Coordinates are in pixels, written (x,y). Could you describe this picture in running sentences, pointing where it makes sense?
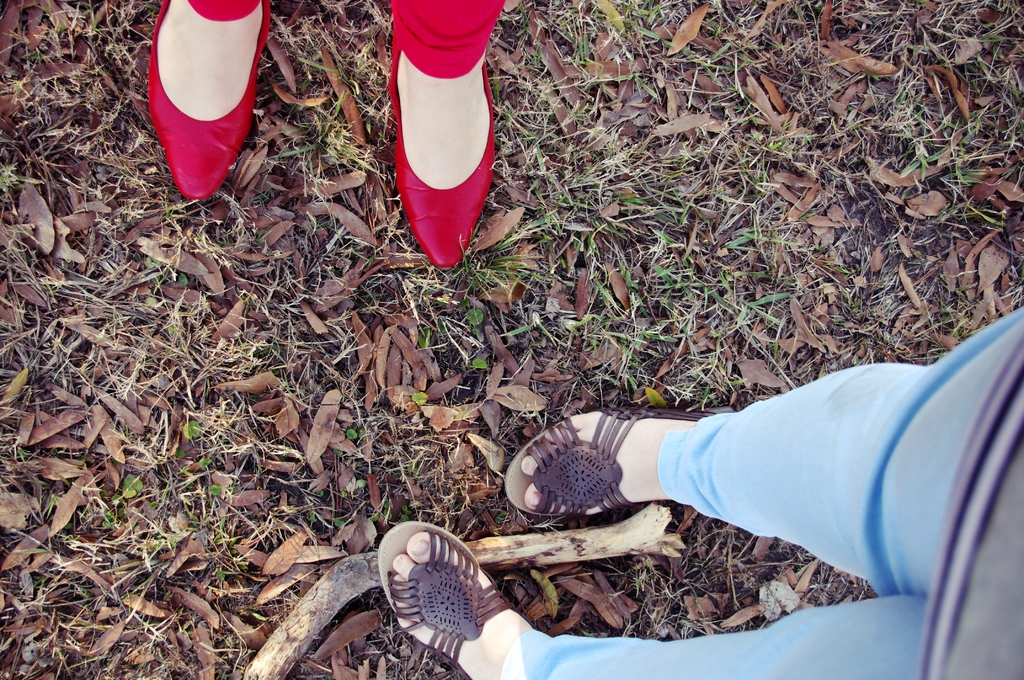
In this image we can see persons feet (544,437) on the grass (116,515).
